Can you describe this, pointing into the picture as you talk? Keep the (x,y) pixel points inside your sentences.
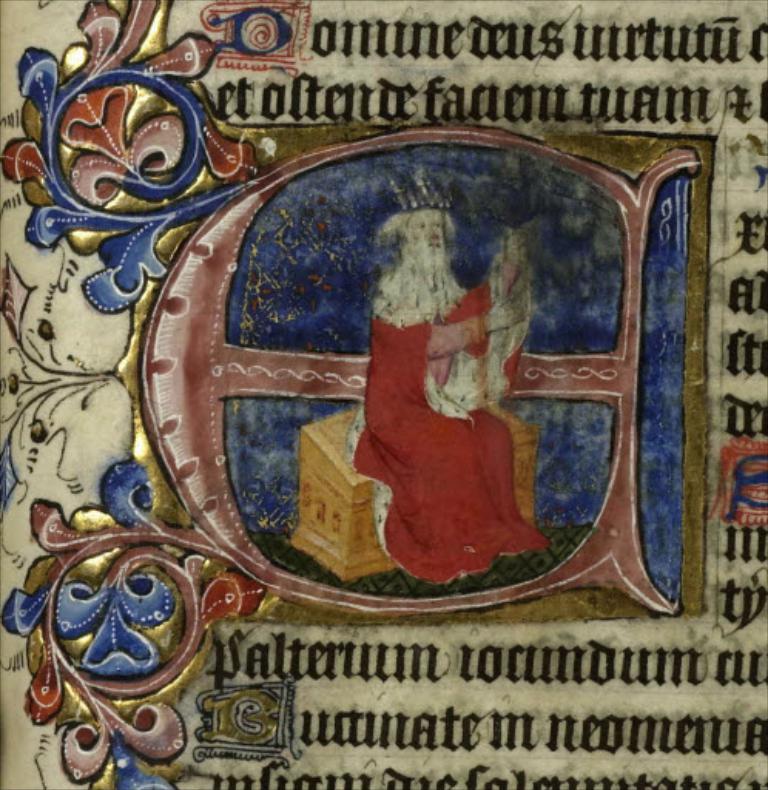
In this picture there is a page (354,568). On the page (407,244), there is some text (507,656) and pictures (332,372) are painted on it. In the center (412,506) there is a person (446,465) holding something and he is wearing a red dress (391,424).
